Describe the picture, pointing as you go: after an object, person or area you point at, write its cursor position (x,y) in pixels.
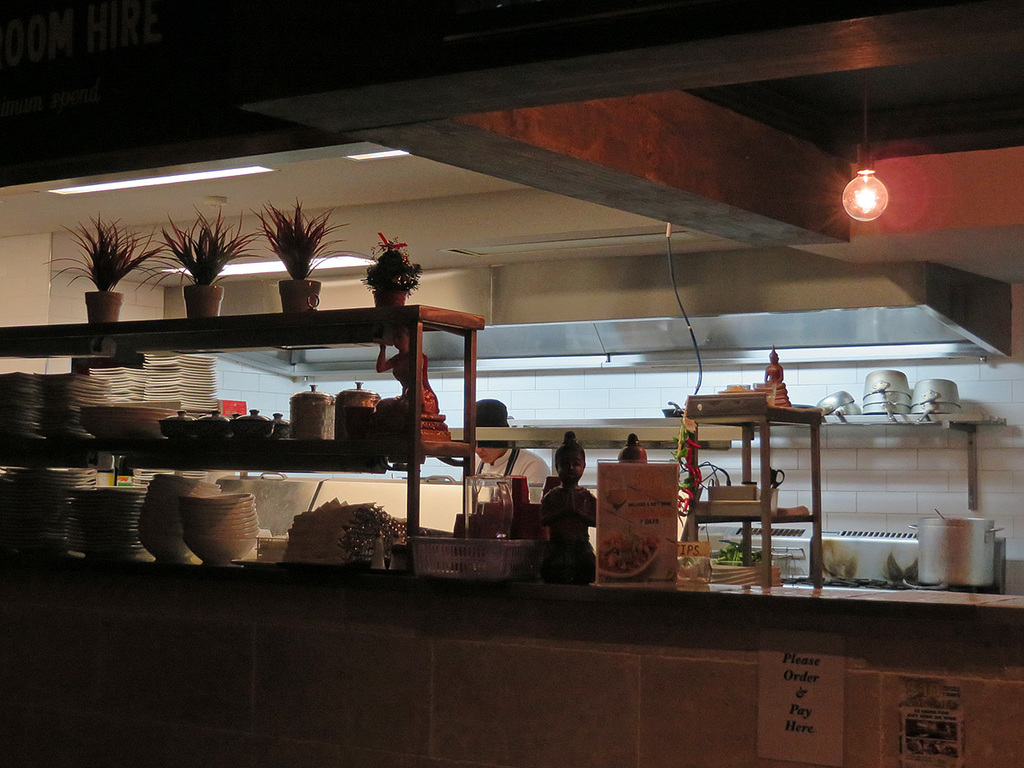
This picture shows an inner view of a kitchen (625,553). We see few vessels (951,579) and a man (491,466) standing and he wore a cap (497,413) on his head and we see few plates (179,396) and plants (94,291) in the pots (305,285) and few bowls (182,508) and a statue (566,557) and we see a paper board (632,524) and a rack (765,468) on the side and we see light (865,138) hanging to the ceiling (705,195) and we see few roof ceiling lights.
